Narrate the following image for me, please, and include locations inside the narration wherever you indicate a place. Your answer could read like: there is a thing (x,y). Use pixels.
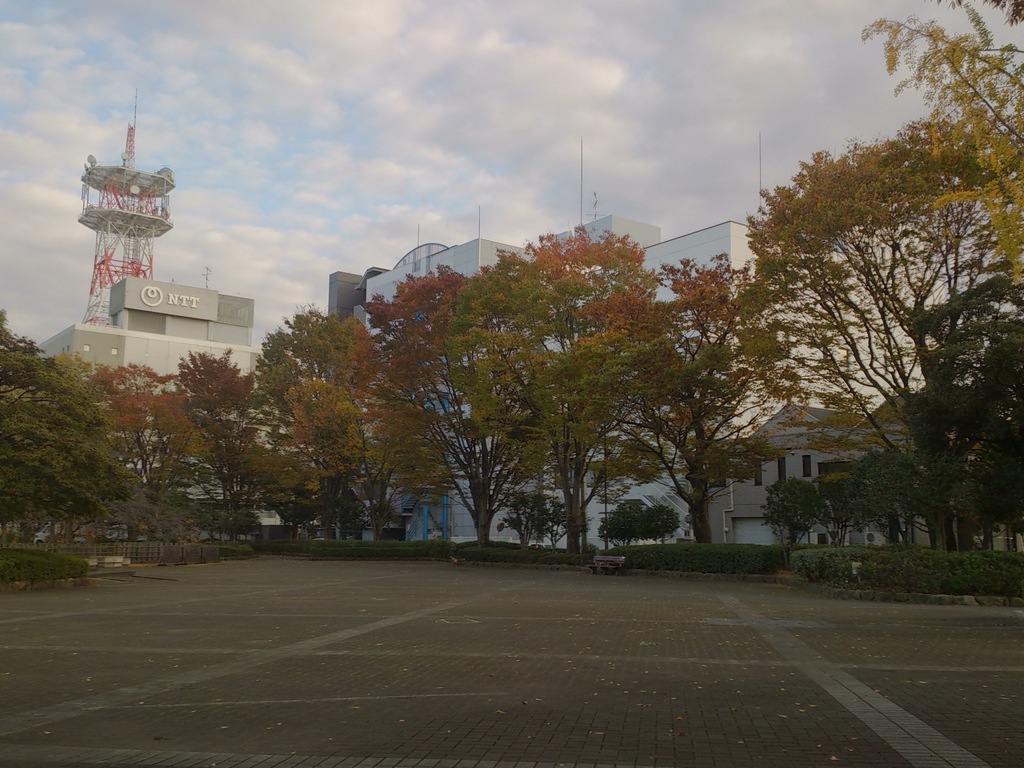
In this image I can see the ground (516,634), few plants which are green in color and few trees (118,417) which are green, yellow and orange in color. In the background (164,312) I can see few buildings (177,312), a tower (148,226), few antennas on the buildings (129,313) and the sky (404,124).
